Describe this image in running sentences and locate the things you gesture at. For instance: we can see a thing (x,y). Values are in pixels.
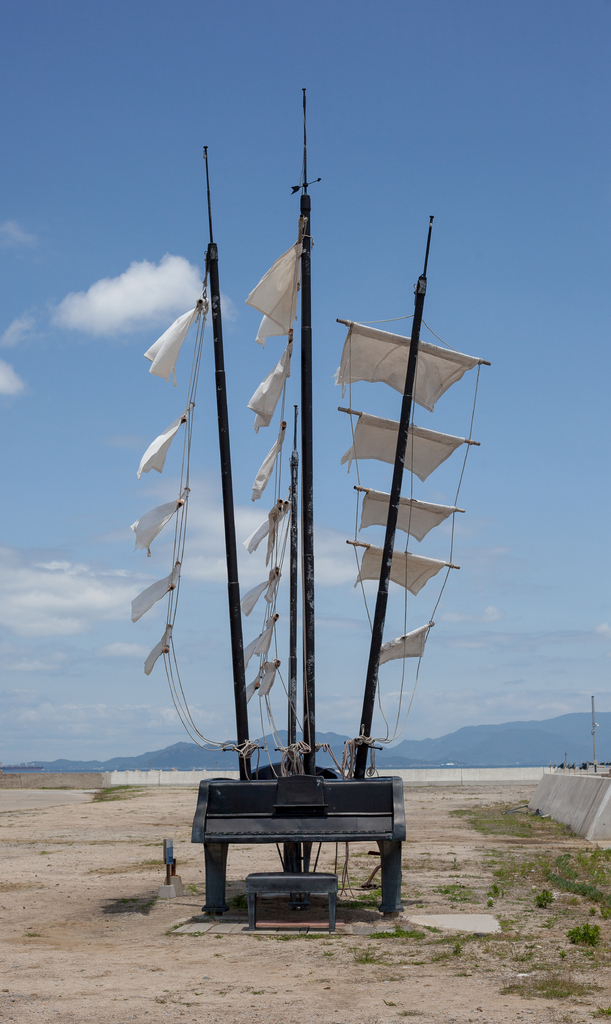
In the picture we can see a land surface (465,867) with some part of grass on it and beside it, we can see a piano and a bench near it and behind the piano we can see some poles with sailing clothes (402,337) tied to it and in the background (597,740) we can see some hills (405,765) and the sky (178,412) with clouds (125,571).
